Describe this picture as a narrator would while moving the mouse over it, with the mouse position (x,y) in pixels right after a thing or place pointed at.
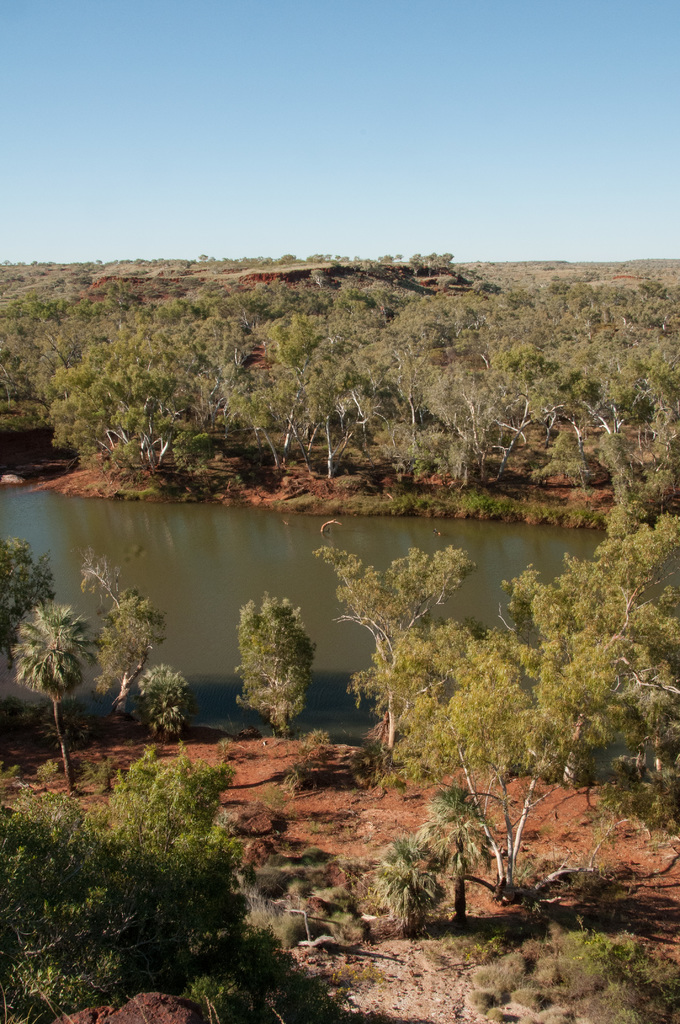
In this image it seems like there is a lake (285,590) in the middle (229,581). There are trees (328,563) on either side of the lake (349,732). At the top (334,226) there is the sky (432,120). At the bottom (620,883) there is red soil (256,856) on which there are plants (196,923).
